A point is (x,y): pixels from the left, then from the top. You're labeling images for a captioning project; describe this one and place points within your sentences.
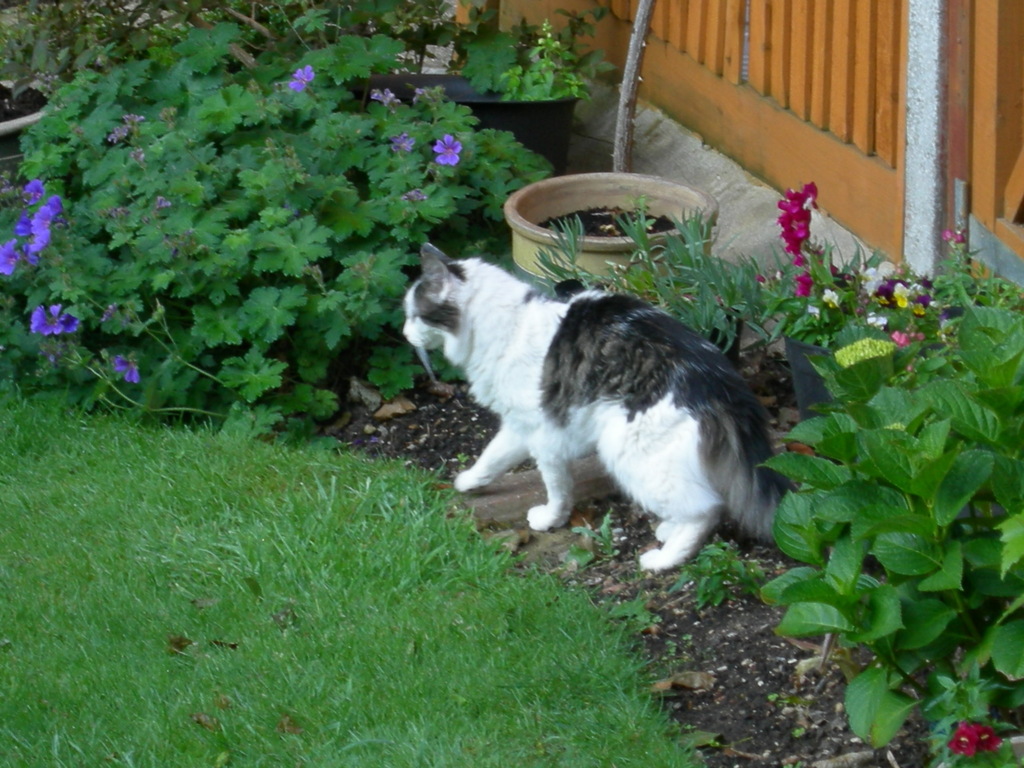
In this image in front (237,544) there is grass (267,543) on the surface (254,545). There are plants (376,68) with the flowers (863,348) on it. There is a cat (521,355). At the right side of the image (810,152) we can see a wooden fence (831,143).
